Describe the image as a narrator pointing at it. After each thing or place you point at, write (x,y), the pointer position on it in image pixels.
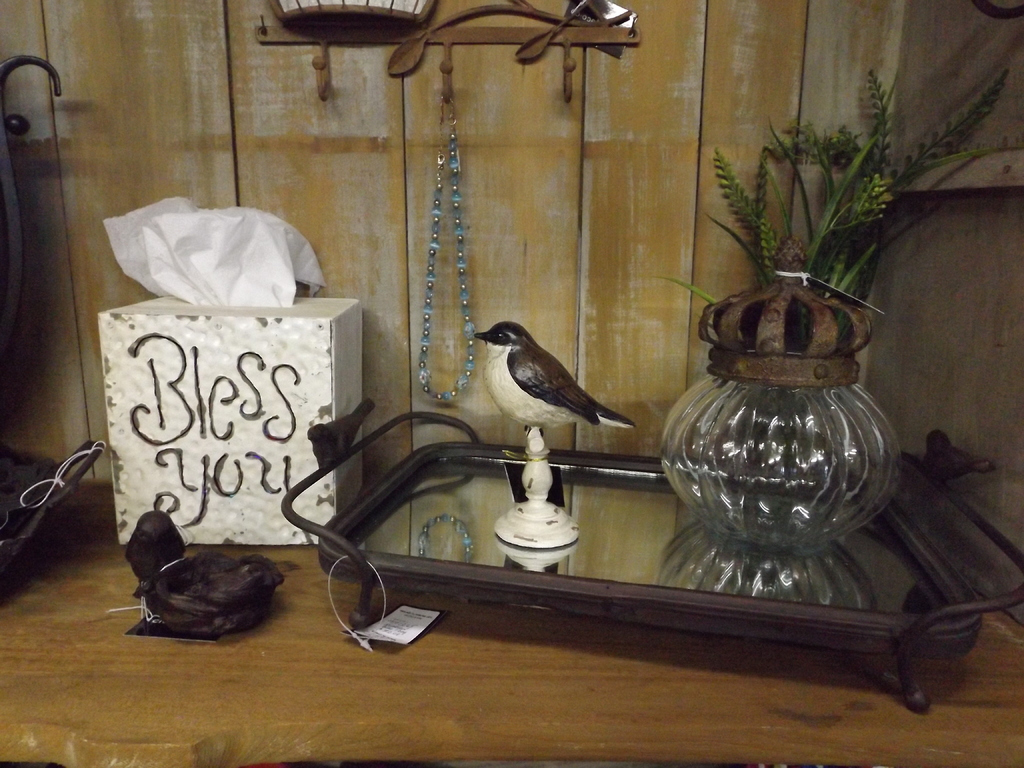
There is a depiction of a bird (540,383) and a flower pot (775,400) is kept on one object (627,537) as we can see in the middle of this image (495,492). There is a wooden wall (601,259) in the background (600,208). There is one locket (455,139) is hanging to the metal hanger (438,42) as we can see at the top of this image (367,34). There is a tissue paper box (231,375) on the left side of this image (214,424).
